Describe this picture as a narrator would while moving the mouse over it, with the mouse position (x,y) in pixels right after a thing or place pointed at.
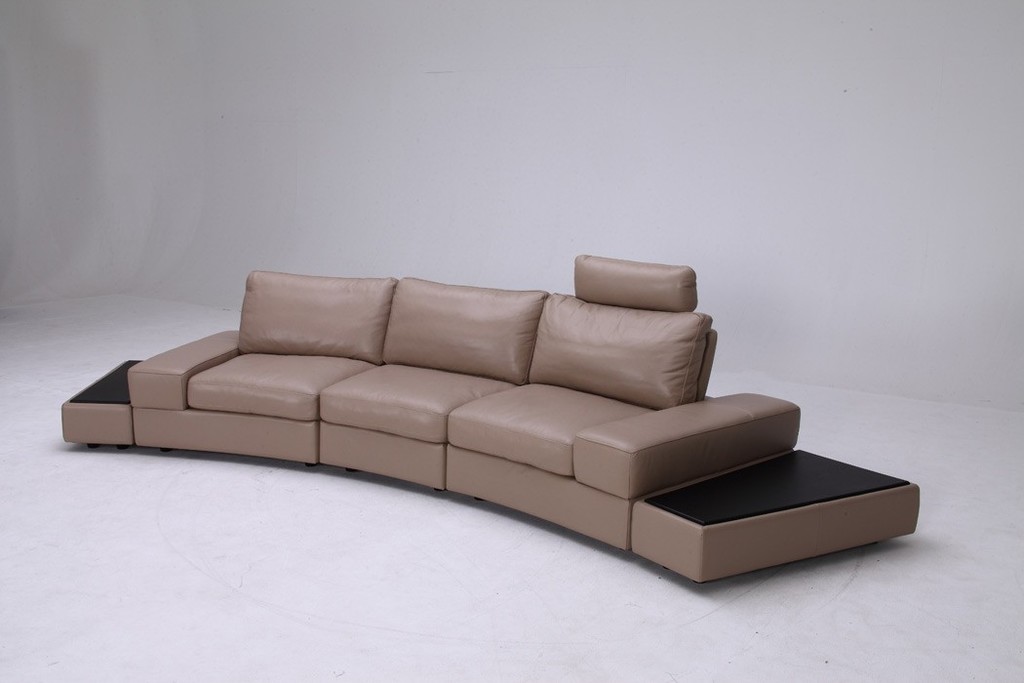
This image is clicked in a room (448,92). There is a sofa (506,344) in the middle of the image (407,392) which is in brown color.
